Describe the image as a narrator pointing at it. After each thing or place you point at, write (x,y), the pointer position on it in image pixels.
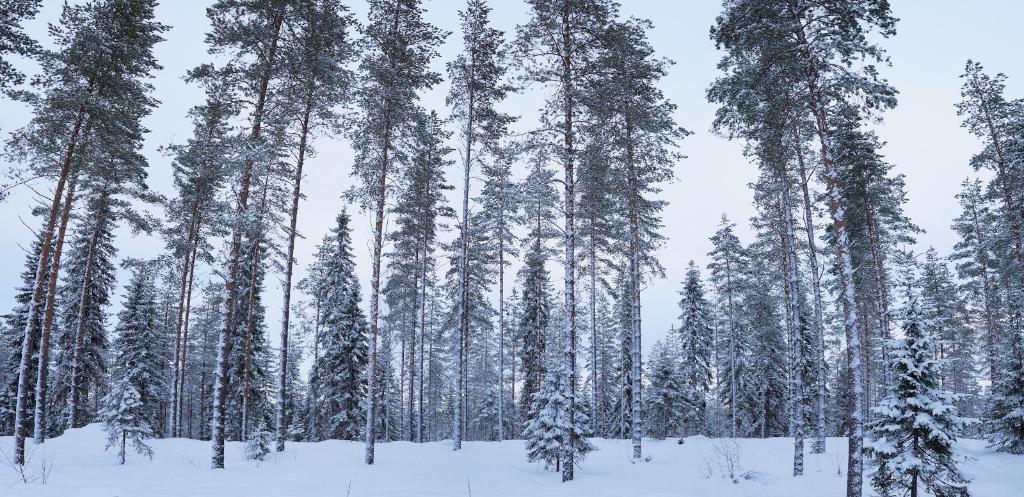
In this image, there are some trees (156,67). In the background of the image (450,228), there is a sky (176,125).
